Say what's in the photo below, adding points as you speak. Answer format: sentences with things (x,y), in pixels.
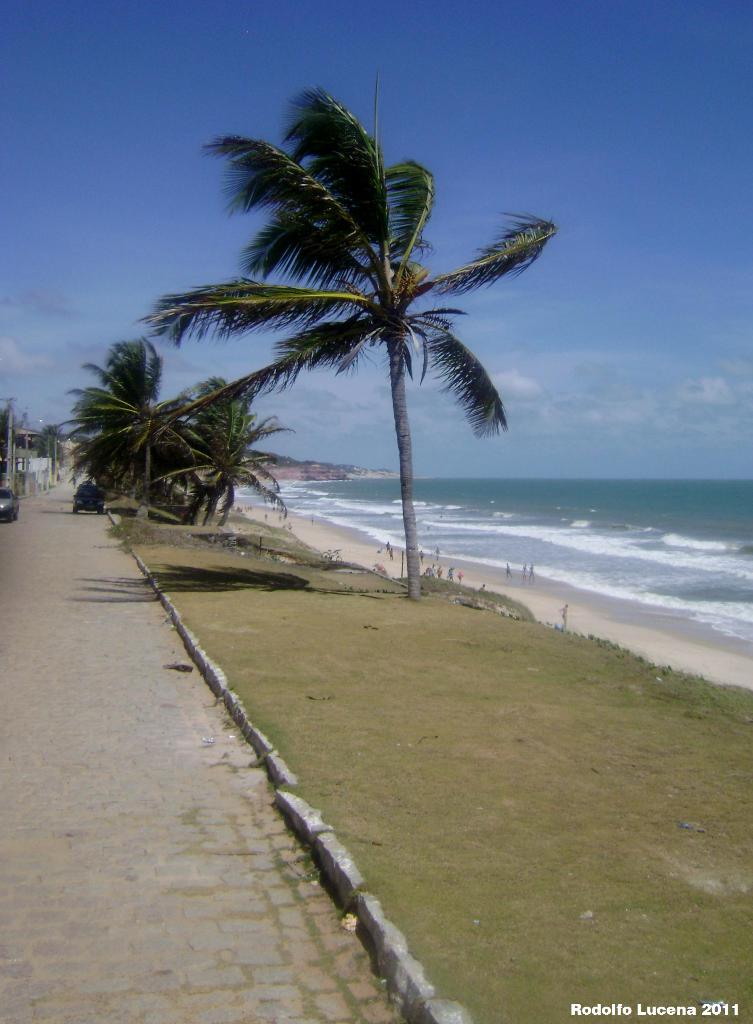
In this image I can see the road (118,643), two vehicles (9,516) on the road (64,514), some grass (315,697), few trees (226,479), the water (463,508) and few persons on the beach (501,581). In the background (575,352) I can see the sky (482,180).
